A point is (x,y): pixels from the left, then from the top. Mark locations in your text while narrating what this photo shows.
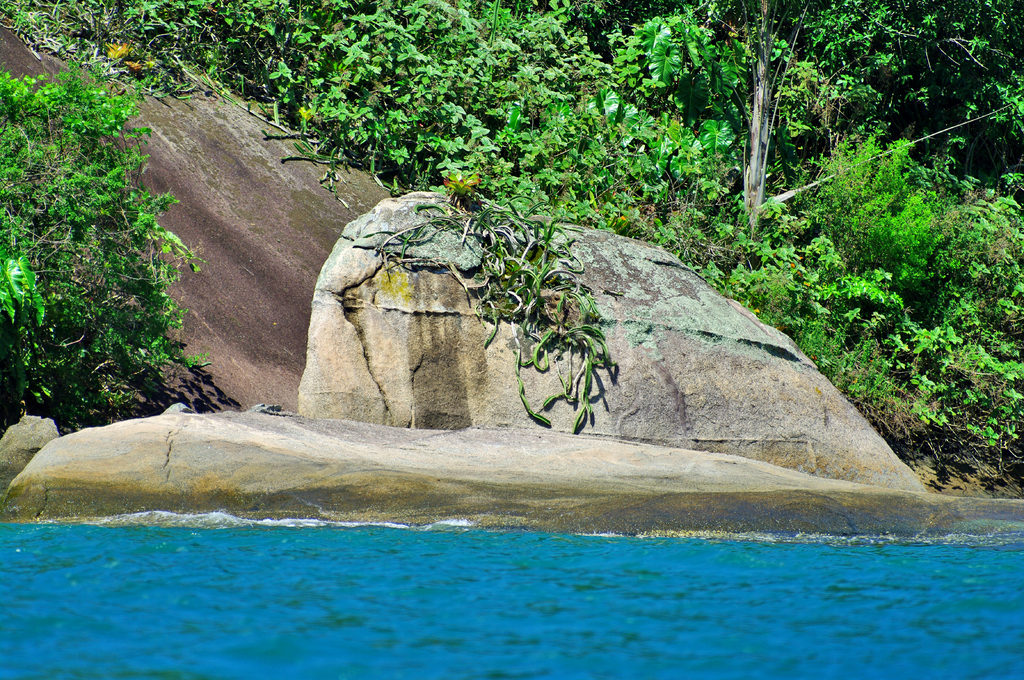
In the image there is a lake (547,605) in the front (189,660) and behind it there are huge rocks (255,380) with plants (119,308) on either side of it.
